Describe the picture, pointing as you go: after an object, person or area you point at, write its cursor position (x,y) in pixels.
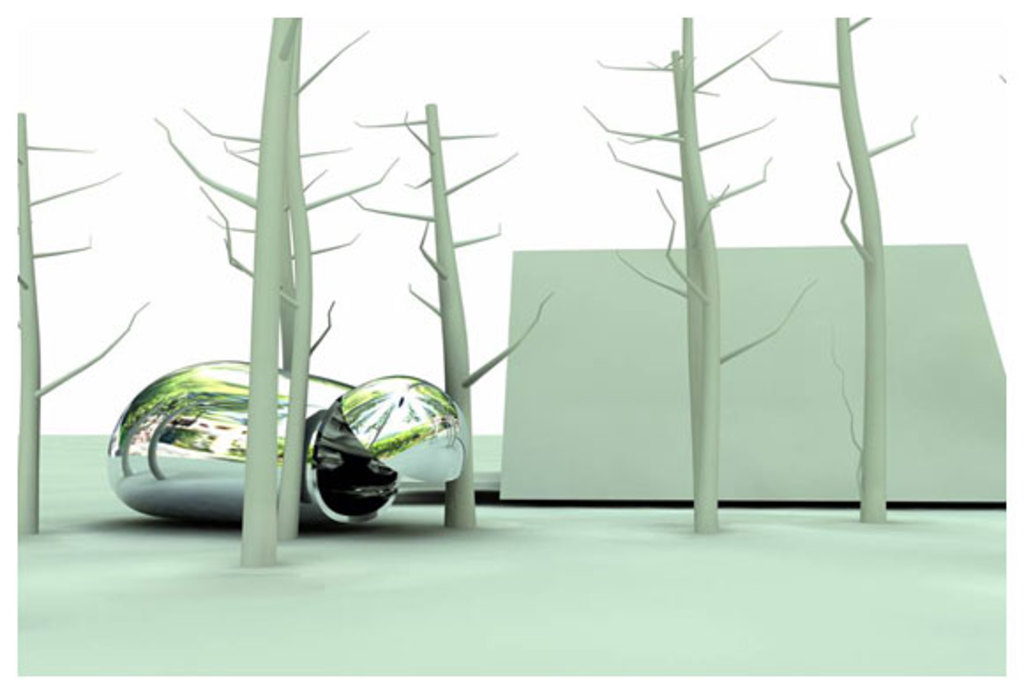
There is an object (229,388) on the left side (114,444) with some reflections (137,413) of trees (183,388) and some other things (204,426) on that. There are some pale green color decorative wooden things (312,255). In the back (597,369) there is a pale green board (602,391).
